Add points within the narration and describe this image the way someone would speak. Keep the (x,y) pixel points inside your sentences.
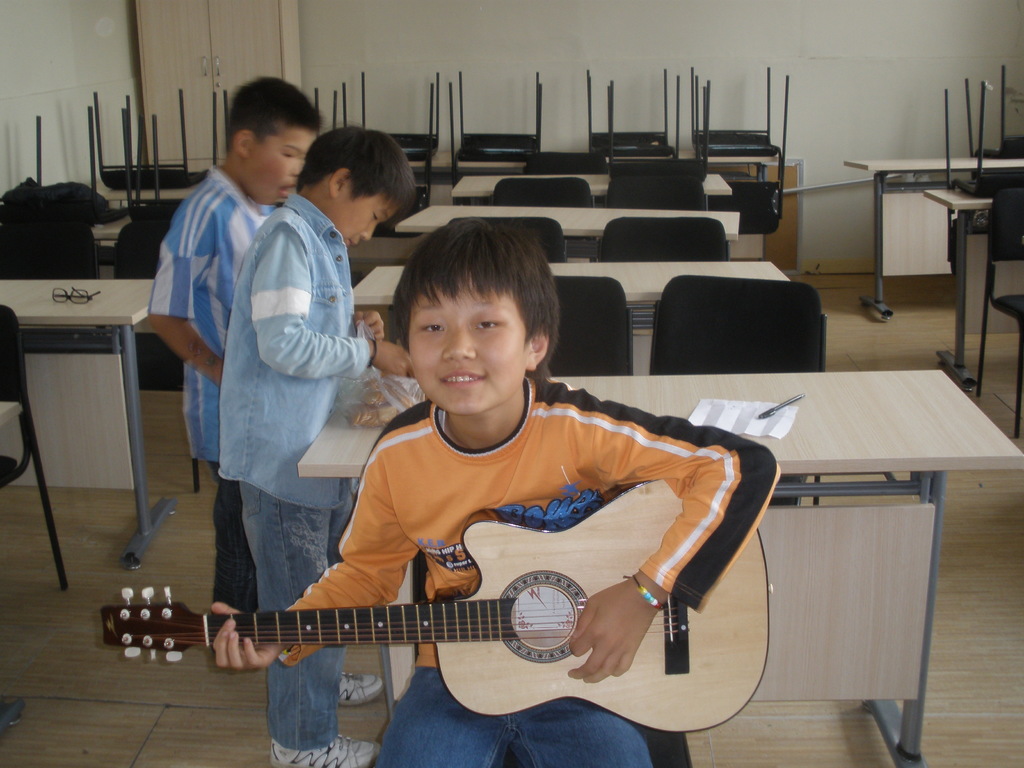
This image consists of tables (639,395), chairs (731,325) and three children (437,345). One child (392,549) who is in the middle (535,450) is playing guitar (461,605) and two people (275,317) are standing on the left side (311,242). On table (847,410) there is a pen (804,395) and paper (755,429).
